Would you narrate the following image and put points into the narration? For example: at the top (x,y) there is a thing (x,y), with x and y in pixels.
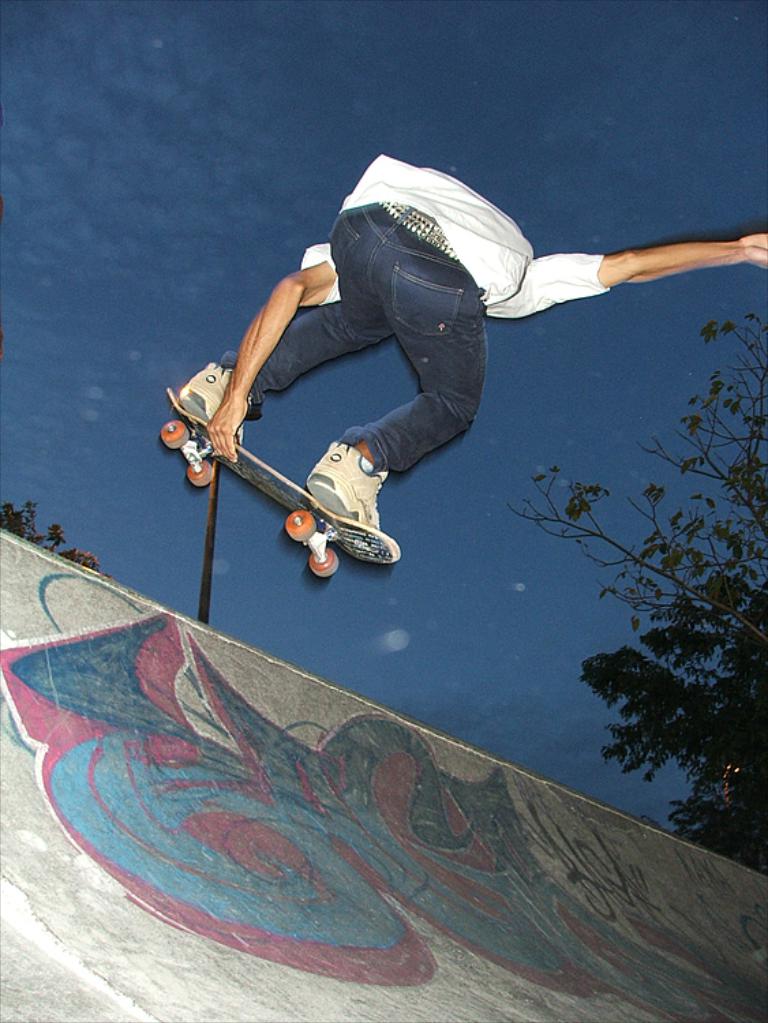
In this image I can see a person (398,222) is in the air and holding a skateboard (304,506). At the bottom of the image (372,730) I can see a slope (357,830). Graffiti (281,850) is on the slope (281,850). At the top of the image (516,167) there are trees (696,555) and blue sky (323,216).
